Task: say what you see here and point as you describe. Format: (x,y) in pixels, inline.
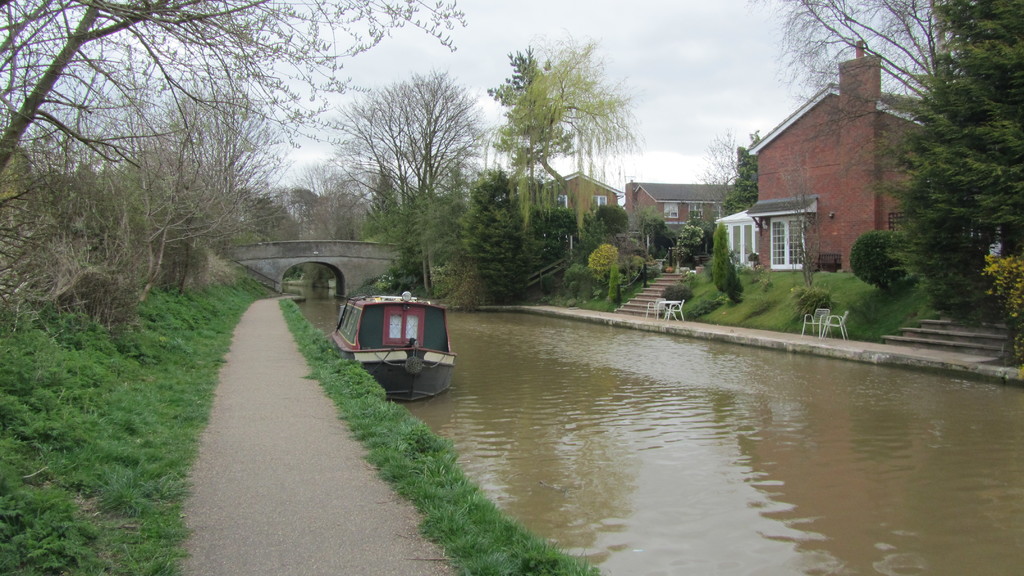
In this image, we can see the river (689,514), there is a boat (390,381) on the water (501,376), we can see a bridge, there are some plants (1006,273) and trees (381,207), we can see homes (861,126), at the top (692,50) there is a sky (670,64).
